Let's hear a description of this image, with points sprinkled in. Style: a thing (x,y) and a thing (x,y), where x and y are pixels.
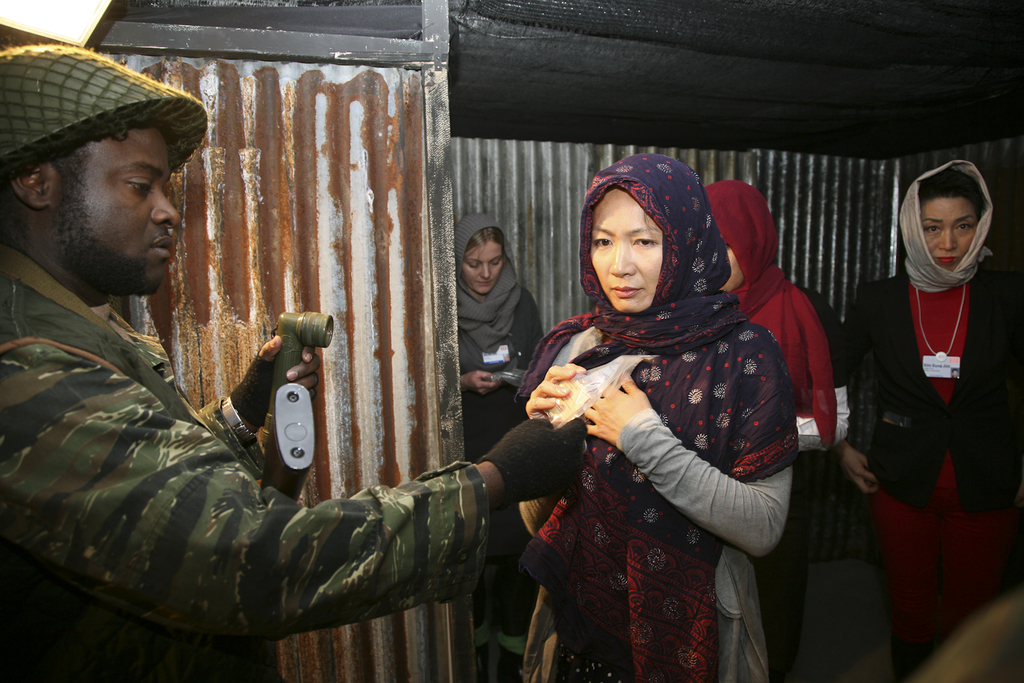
On the left corner of the image (69,299) there is a man (117,348) with a helmet (46,102) on his head (71,166). And he is holding an object (279,467) in his hand (266,353). And on the right side of the image (746,305) there are ladies (644,270) with scarves (773,231) around their heads (604,206). Behind them there are metal walls (407,223).
